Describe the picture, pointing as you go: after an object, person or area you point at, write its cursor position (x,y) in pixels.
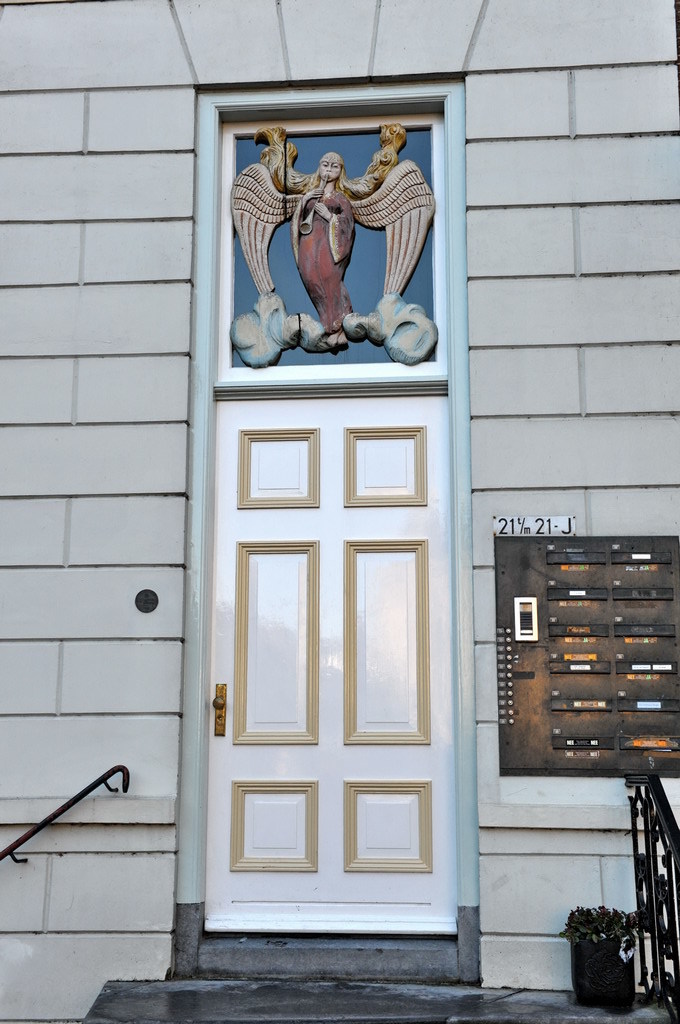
In this picture there is a building (272,65). In the foreground (249,250) there is a door (456,621) and there it looks like a sculpture (312,226) on the mirror (277,232) and there is a device (572,538) and hand rail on the wall (38,820). At the bottom right (580,952) there is a plant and there is a railing (639,786).
